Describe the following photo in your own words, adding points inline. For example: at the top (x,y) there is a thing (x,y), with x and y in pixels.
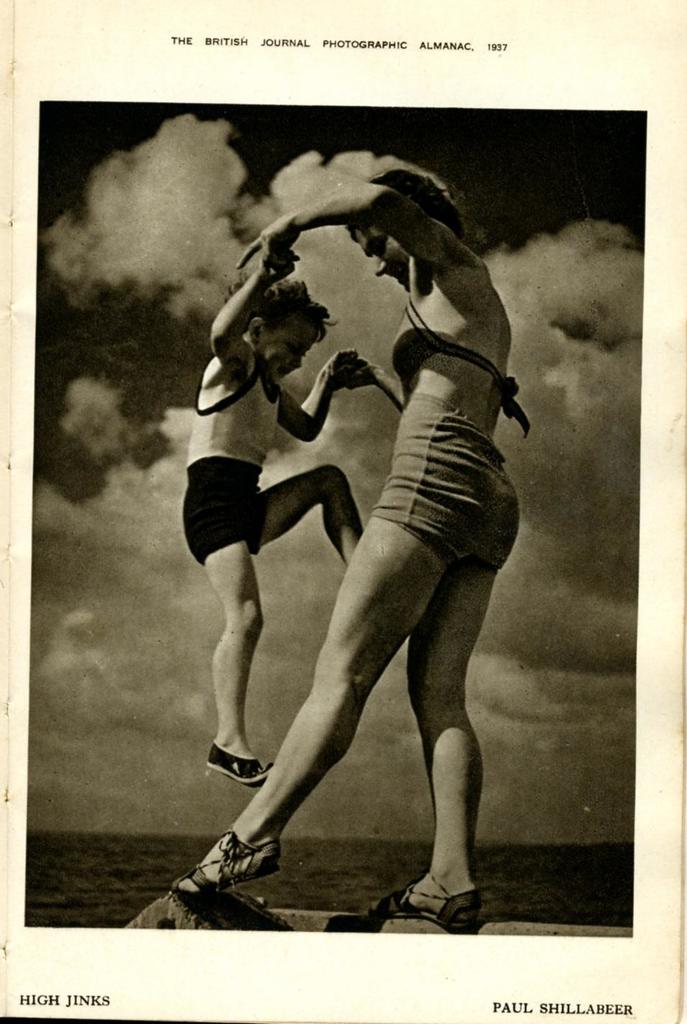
In the picture we can see a black and white photograph of a woman (478,390) holding a boy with two hands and in the background (500,441) we can see a sky (570,750) with clouds (521,455).
